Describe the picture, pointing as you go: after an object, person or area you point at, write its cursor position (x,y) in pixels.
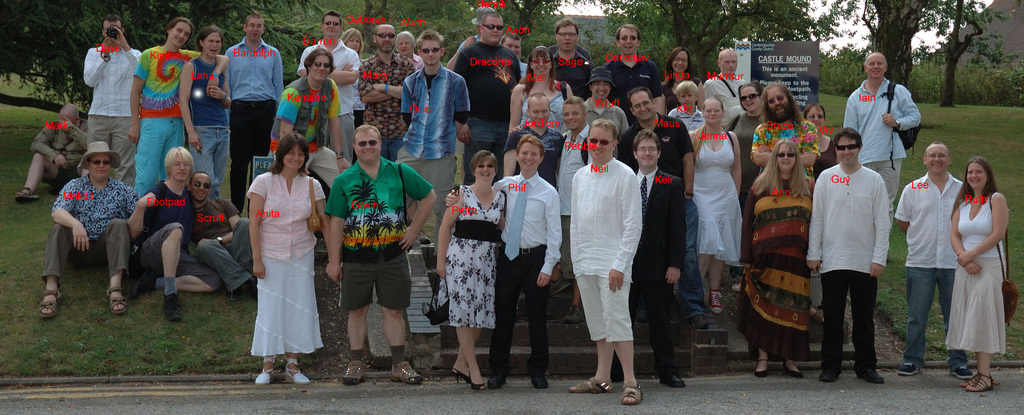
There are group of people (648,95) standing and smiling and few people (128,257) sitting. This is the grass (184,310). In the background (403,2), I can see the trees (450,9). This looks like a board (800,72). I can see the watermarks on the image. At the bottom of the image (719,401), that looks like a pathway (442,404). I can see the stairs (570,365).
